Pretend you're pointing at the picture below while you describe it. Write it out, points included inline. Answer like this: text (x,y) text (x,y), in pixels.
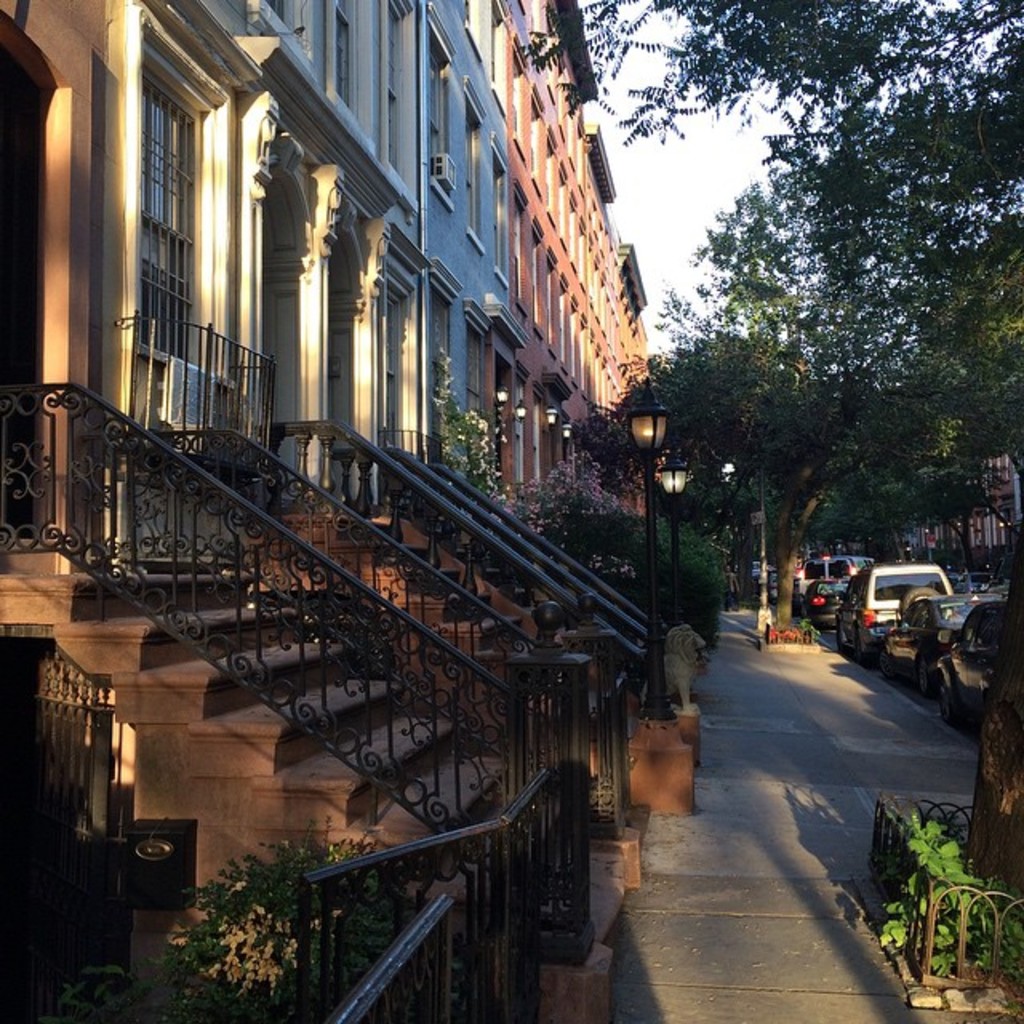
In this picture, there is a building (402,218) with windows (144,232) and handrails (537,570) towards the left (185,448). Before it, there is a footpath (853,913). Towards the right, there is a road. On the road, there are vehicles (834,614). On the top right (814,159), there are trees (744,260). At the bottom (185,936), there are plants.
